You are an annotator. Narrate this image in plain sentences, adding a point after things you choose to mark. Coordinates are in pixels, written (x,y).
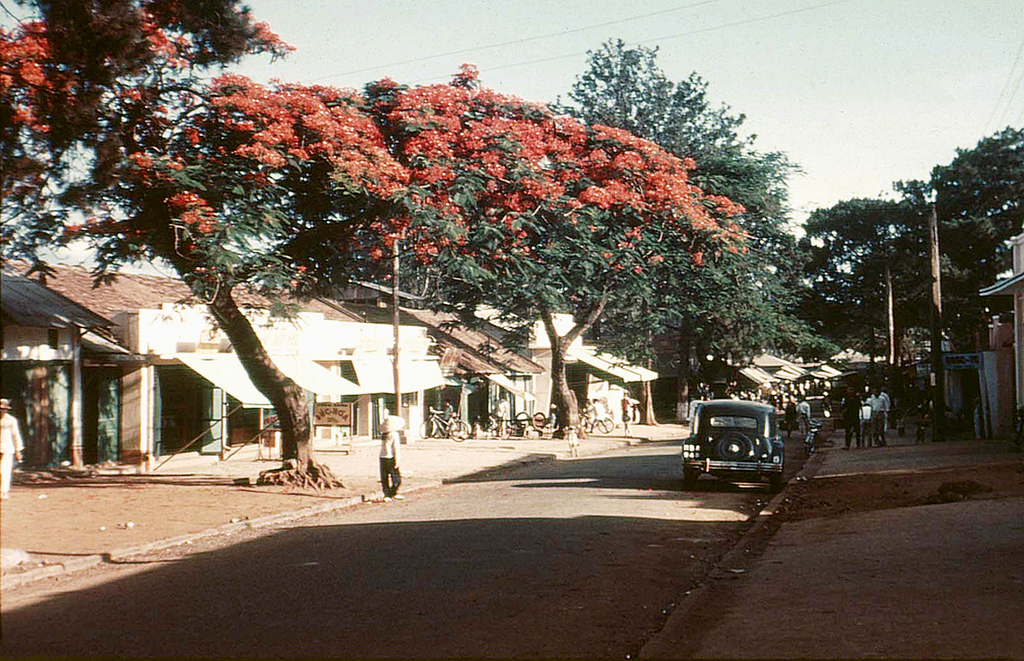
This image is clicked on the road (297,619). At the bottom (719,500), there is a road (197,658). In the front (729,453), there is a car (737,463). On the left (336,365) and right, there are houses (980,387). And there are few people (865,422) in this image. In the background (670,208), we can see many trees (409,275). At the top (497,20), there is a sky (419,22).
